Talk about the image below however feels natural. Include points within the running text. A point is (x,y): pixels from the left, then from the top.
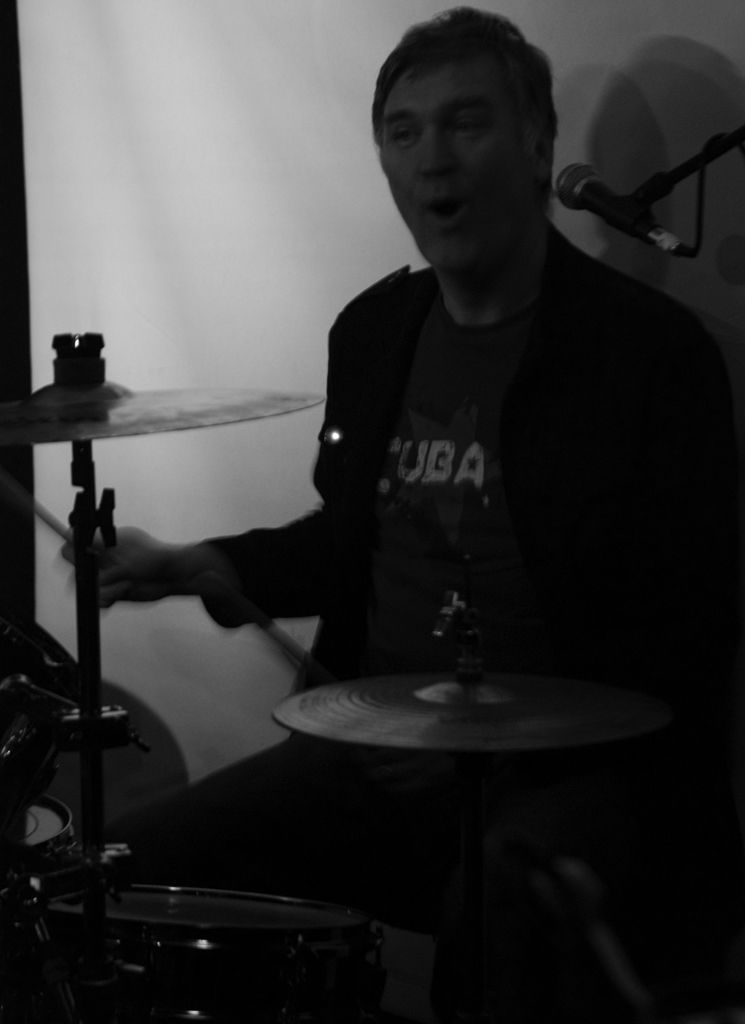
This is a black and white image. There is a person (429,379) in the middle (365,509), who is playing drums (87,799).
